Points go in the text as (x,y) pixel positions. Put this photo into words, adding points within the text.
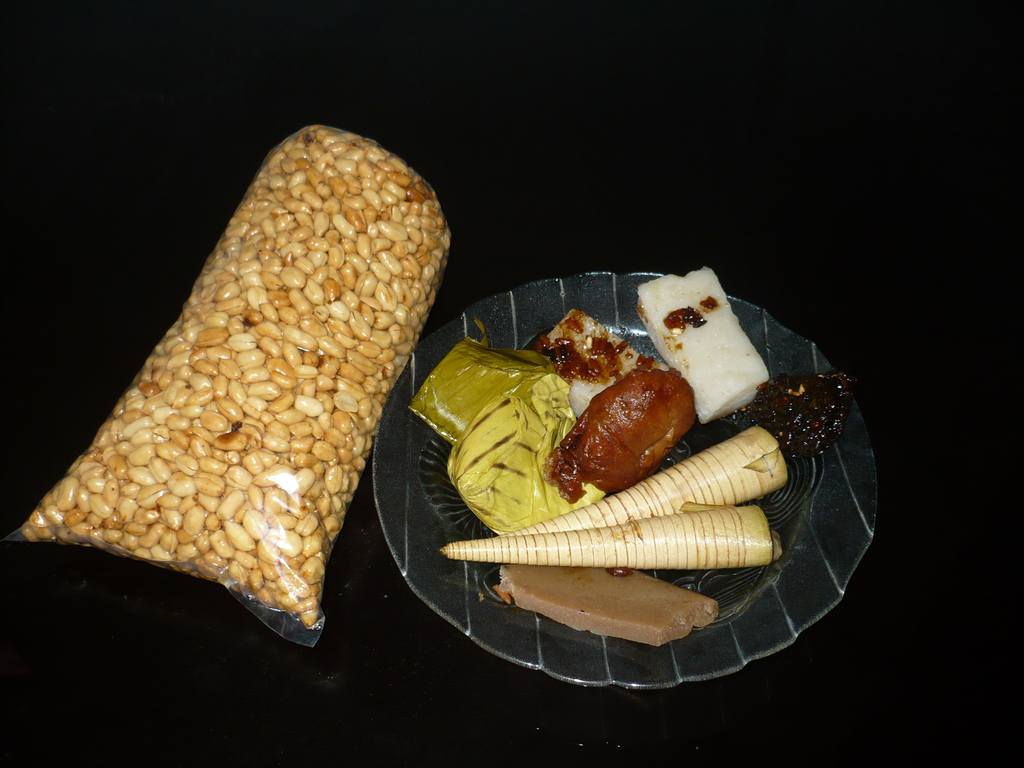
In this picture there is a plate (406,495) in the center of the image (460,374), which contains pastry (753,454) and chocolates (571,568) in it and there is a packet (231,381) of seeds (305,319) on the left side of the image (319,265).
